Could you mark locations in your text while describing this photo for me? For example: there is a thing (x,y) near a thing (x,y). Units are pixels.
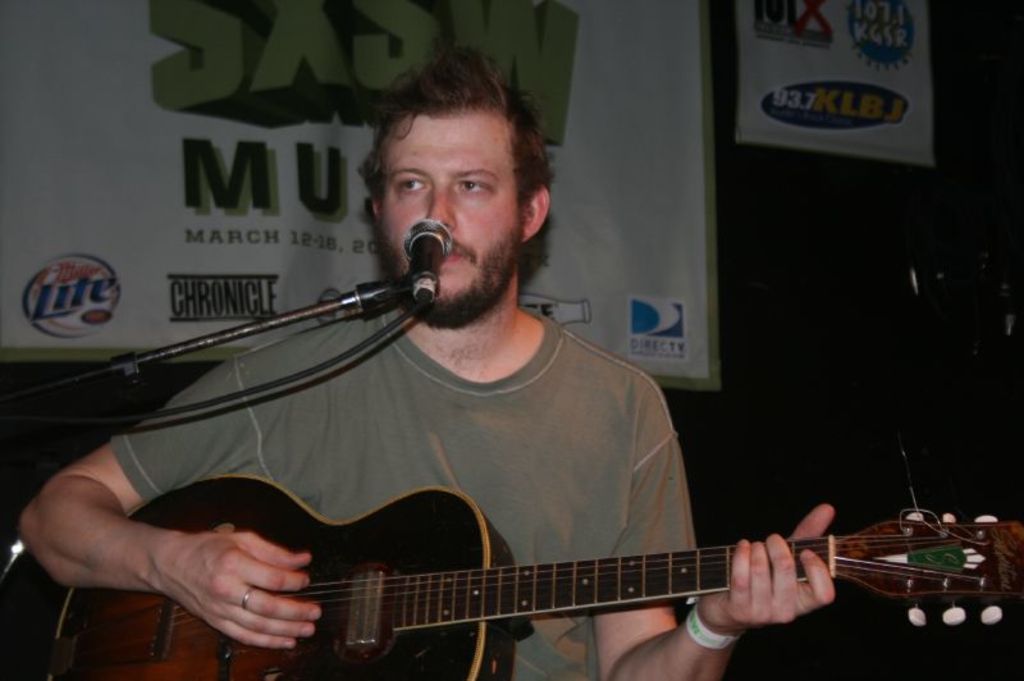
In this image there is a person (167,473) holding a guitar (474,628) is behind the mike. At the background (101,198) there is a banner (118,222).
